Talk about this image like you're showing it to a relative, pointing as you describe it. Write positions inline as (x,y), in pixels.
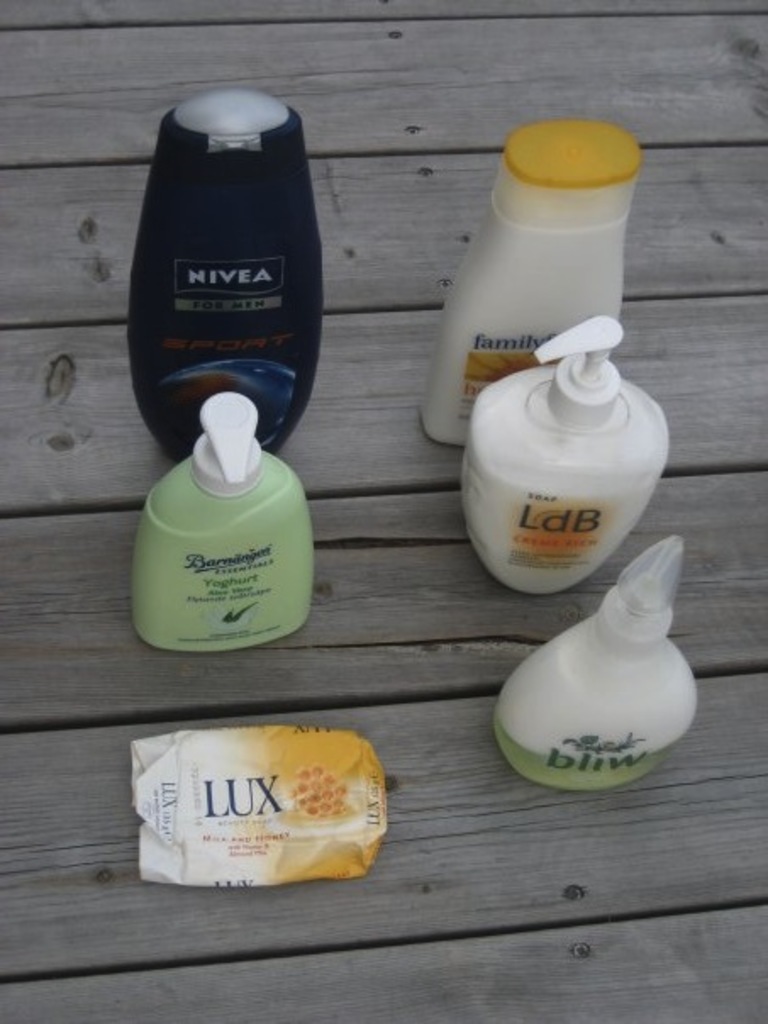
In the picture we can see a wooden plank (141,452), on it we can see five soap bottles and a soap cover (242,850).
